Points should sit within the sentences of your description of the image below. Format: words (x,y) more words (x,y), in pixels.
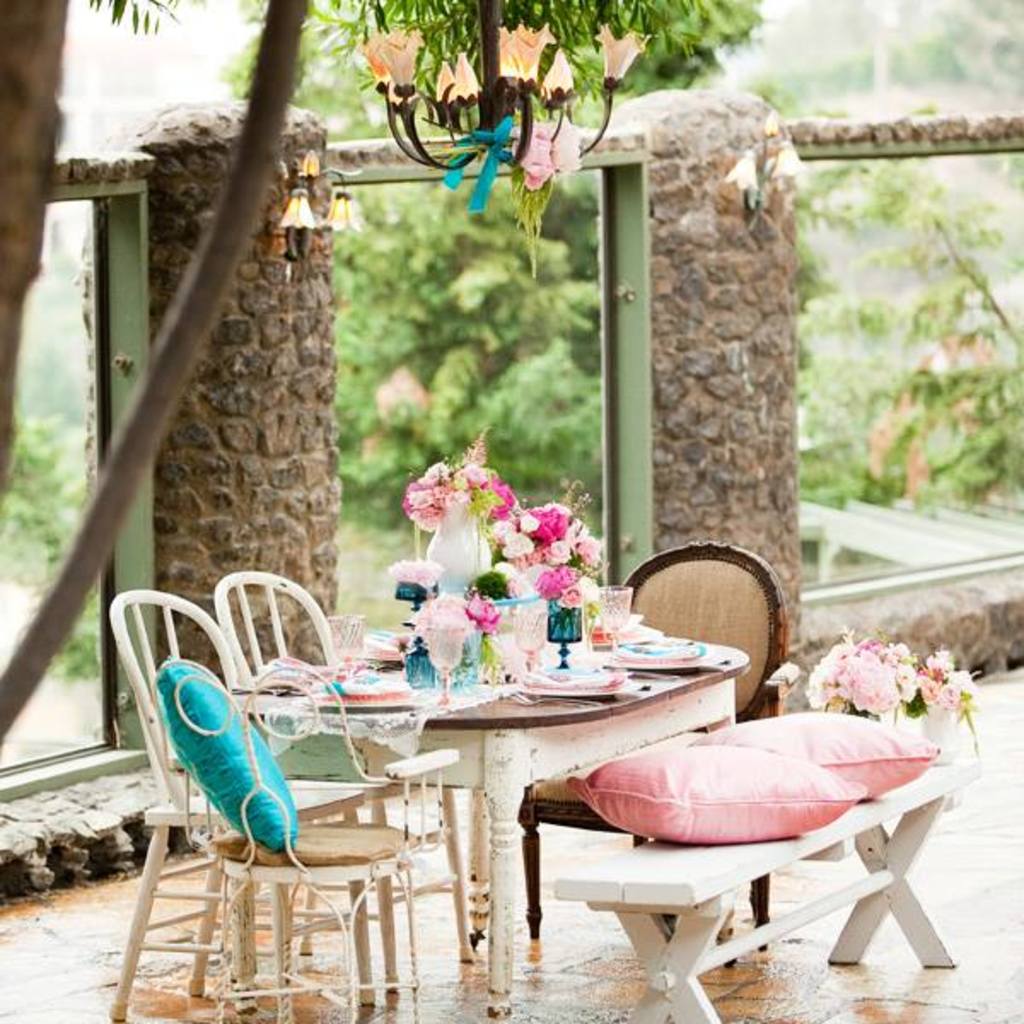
In the picture we can find four chairs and one bench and one table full of flowers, plates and tissues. In the background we can find the wall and lamp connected to tree (30,132) and some trees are behind the wall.
